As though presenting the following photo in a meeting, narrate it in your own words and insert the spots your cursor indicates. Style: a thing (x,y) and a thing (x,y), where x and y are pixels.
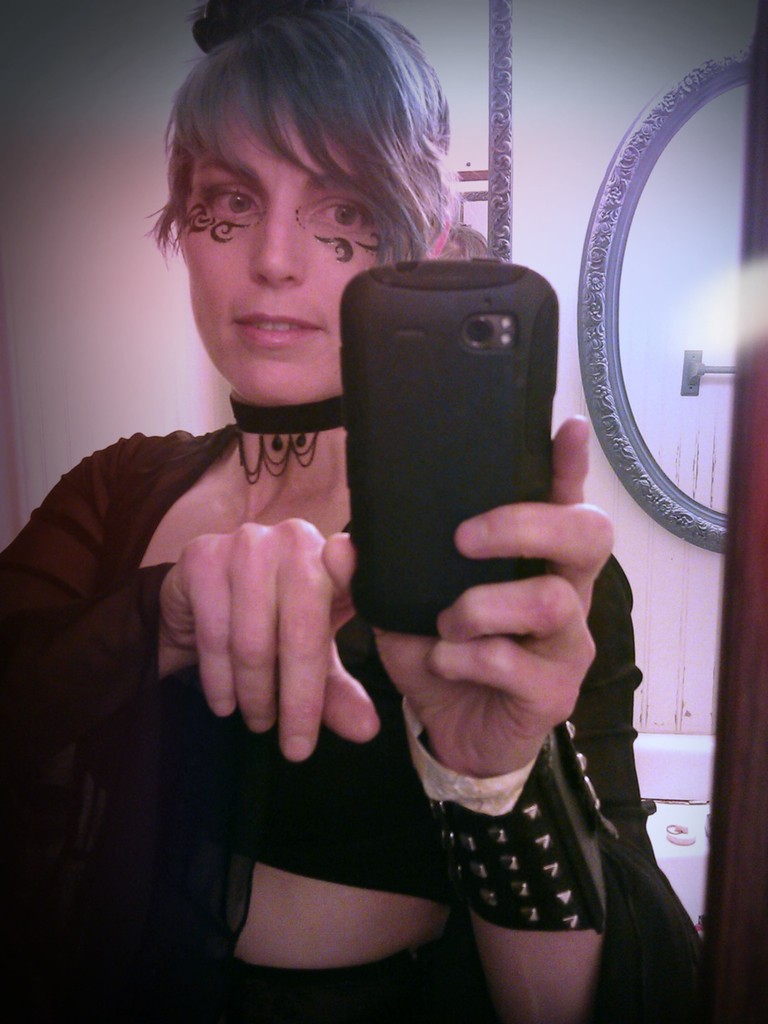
In this image there is a woman (325,453) standing and holding a mobile phone (464,430), there is a wooden object (739,586) towards the right of the image (736,689), there is an object (498,108) towards the top of the image (500,128), at the background of the image (120,256) there is a wall (96,227), there is a mirror (643,251) on the wall (574,208).
